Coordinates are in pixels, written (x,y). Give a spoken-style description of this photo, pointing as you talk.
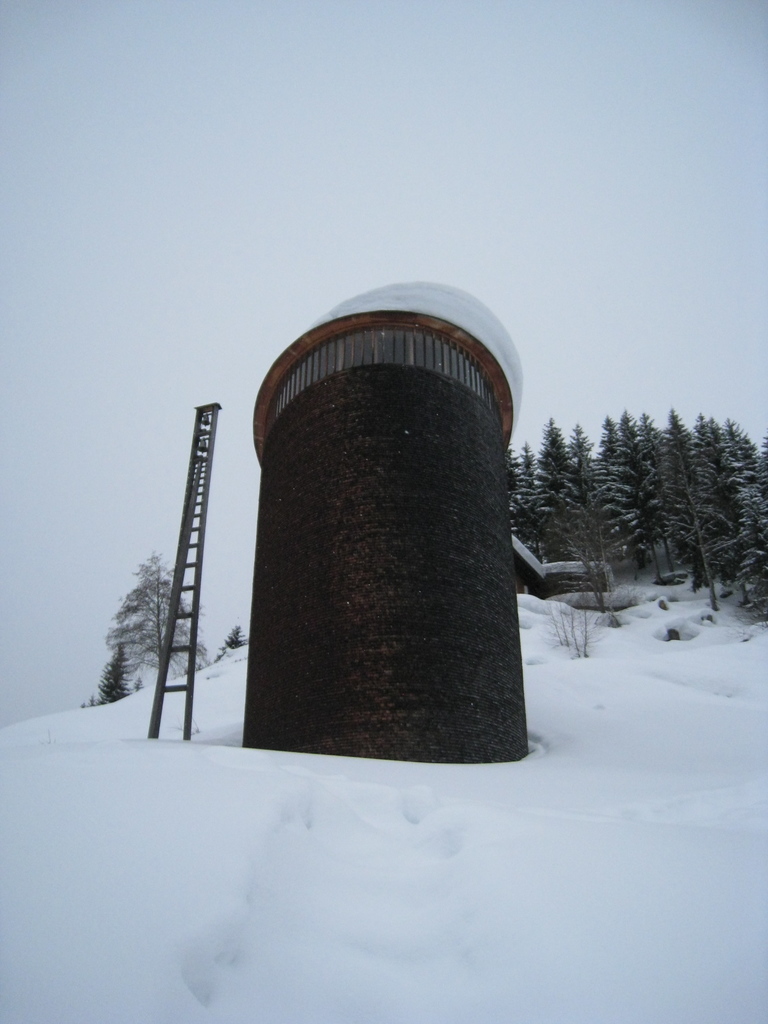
In this image, It looks like a tower (345,621) and a ladder (187,684). I can see the snow (540,905). In the background (558,478), these are the trees (137,619). At the top of the image (294,72), I can see the sky (449,220).
